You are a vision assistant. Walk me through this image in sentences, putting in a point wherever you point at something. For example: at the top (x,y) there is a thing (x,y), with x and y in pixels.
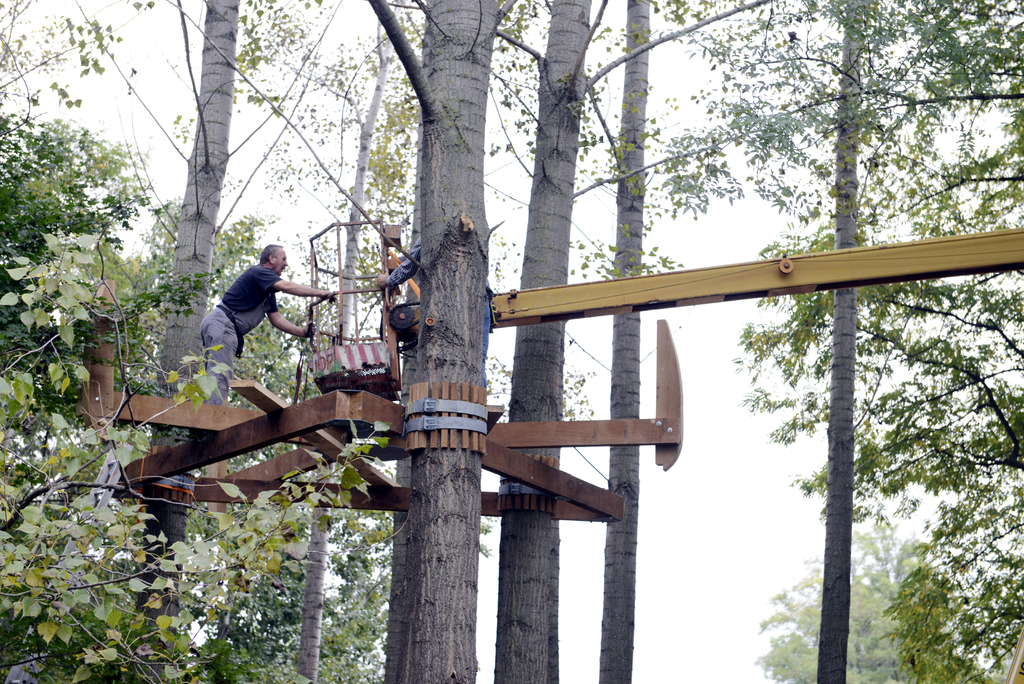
In the image we can see there are people (243,329) standing on the wooden beams (395,423) which are attached to the trees (477,513).
